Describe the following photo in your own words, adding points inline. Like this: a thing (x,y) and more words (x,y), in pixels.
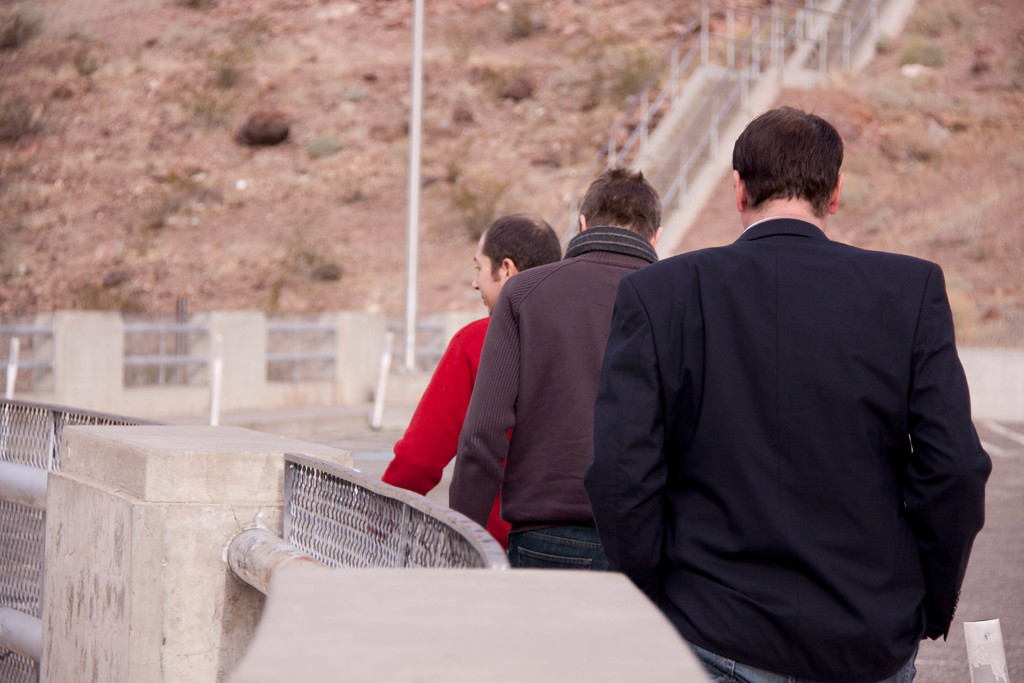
In this image, we can see persons (655,377) wearing clothes (588,432). There are stairs (727,115) on the hill (842,111). There is a pole (413,200) at the top of the image (413,200).
